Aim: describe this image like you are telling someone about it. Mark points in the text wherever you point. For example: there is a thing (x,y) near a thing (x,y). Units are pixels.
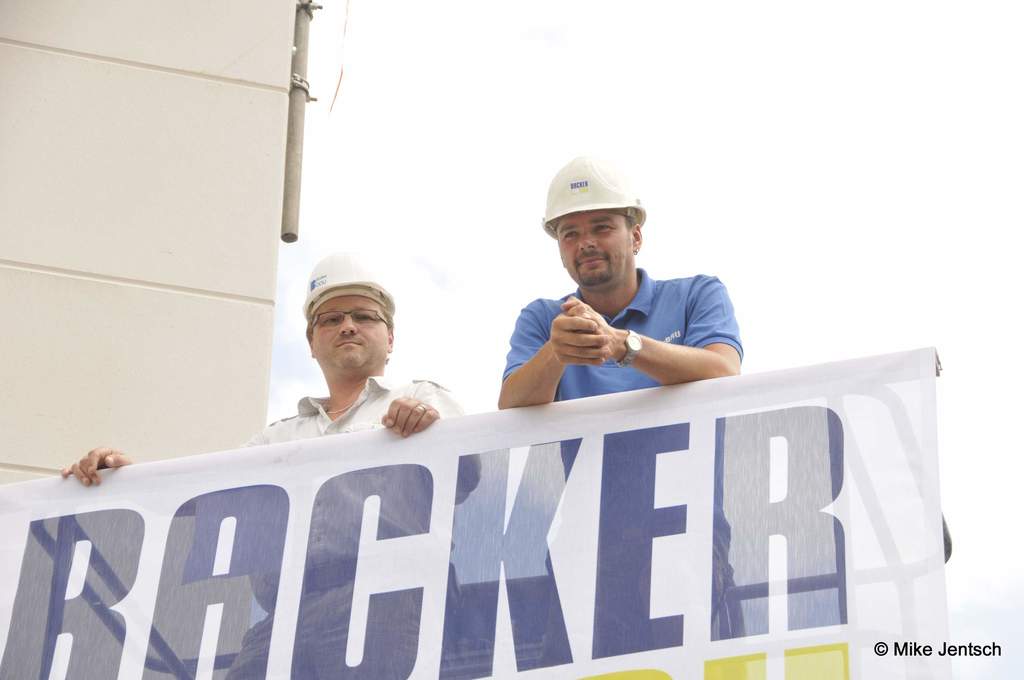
In this image two person (321,333) are behind the banner (411,487). They are wearing helmet (566,205). A person (642,307) wearing a blue shirt (663,331) is having a watch (633,352). A person (354,415) wearing a white shirt (408,389) is having spectacles (362,319). Beside them there is a wall (146,228).
